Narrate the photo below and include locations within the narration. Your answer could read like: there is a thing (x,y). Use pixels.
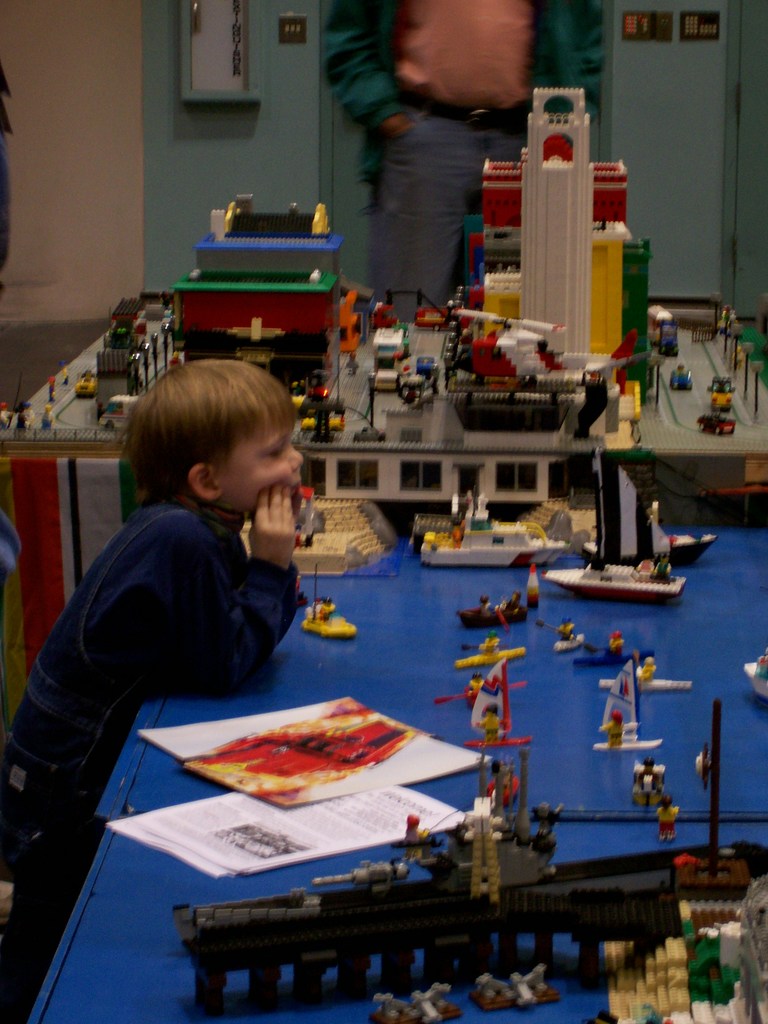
In this image we can see a child (142,611) standing on the floor (86,331) and tables (418,577) are placed in front of him. On the tables (581,774) we can see papers (273,834), crafts (463,943) build with Legos (558,360) and a man (373,215) standing on the floor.
